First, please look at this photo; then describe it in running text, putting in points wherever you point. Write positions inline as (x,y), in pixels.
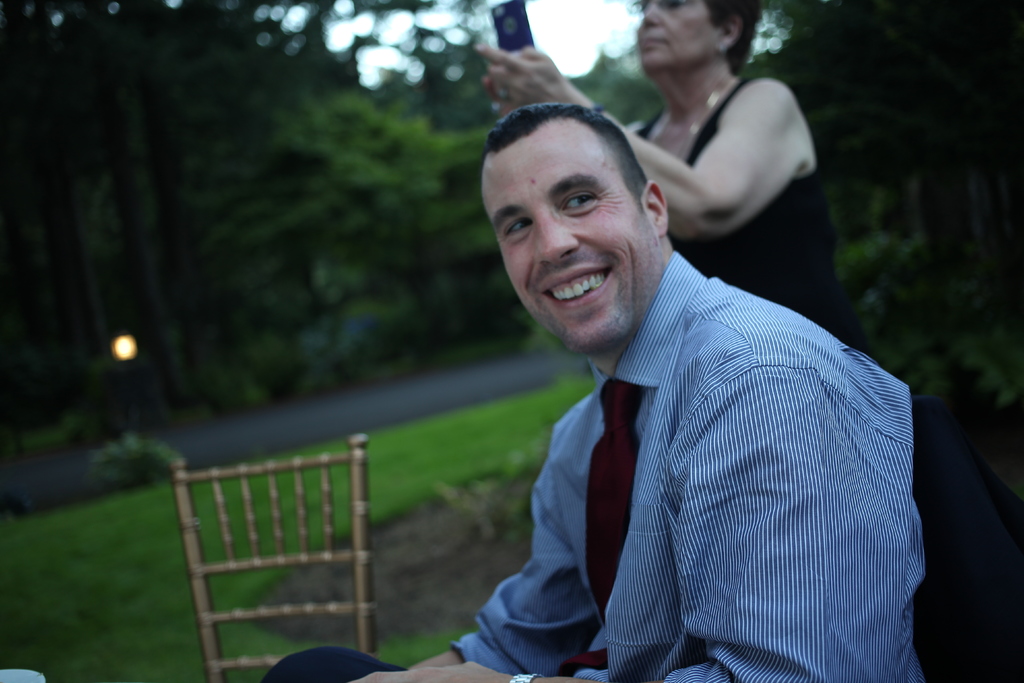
In the image in the center (662,379), we can see one person (698,452) sitting and smiling, which we can see on his face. In the background (529,316), we can see the sky (554,36), trees (16,68), grass (515,404), plants (483,321), one chair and one person (771,116) standing and holding some object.
